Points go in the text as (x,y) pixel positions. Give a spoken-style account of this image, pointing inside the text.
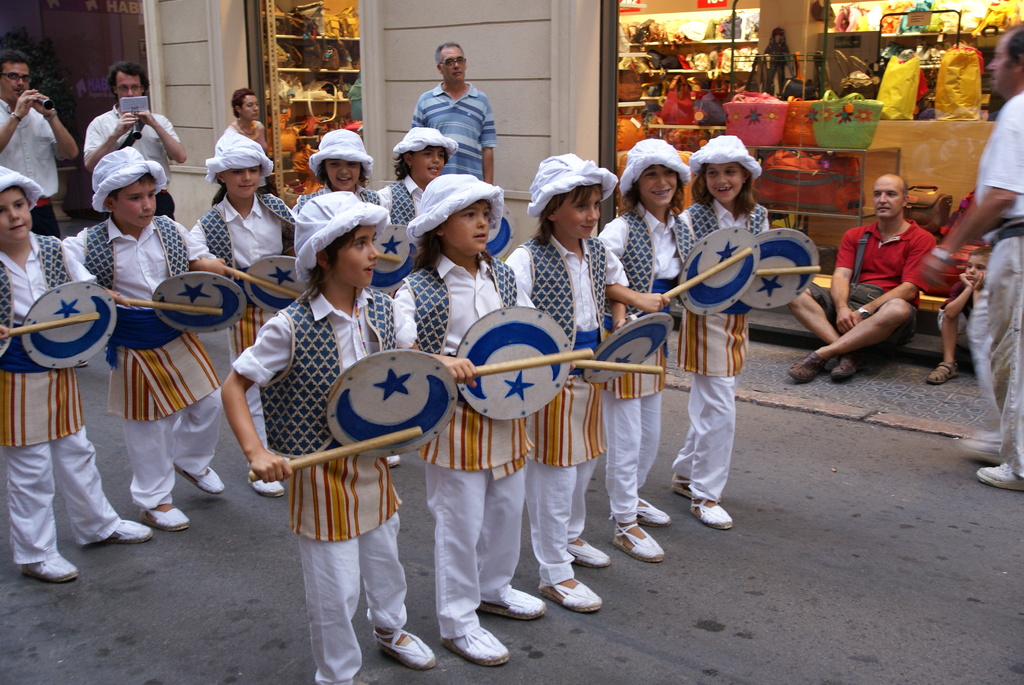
Here we can see group of people (552,301) and this is a road (772,607). In the background (966,130) we can see bags (862,138), rack (633,104), glass (771,85), and a wall (516,160).
